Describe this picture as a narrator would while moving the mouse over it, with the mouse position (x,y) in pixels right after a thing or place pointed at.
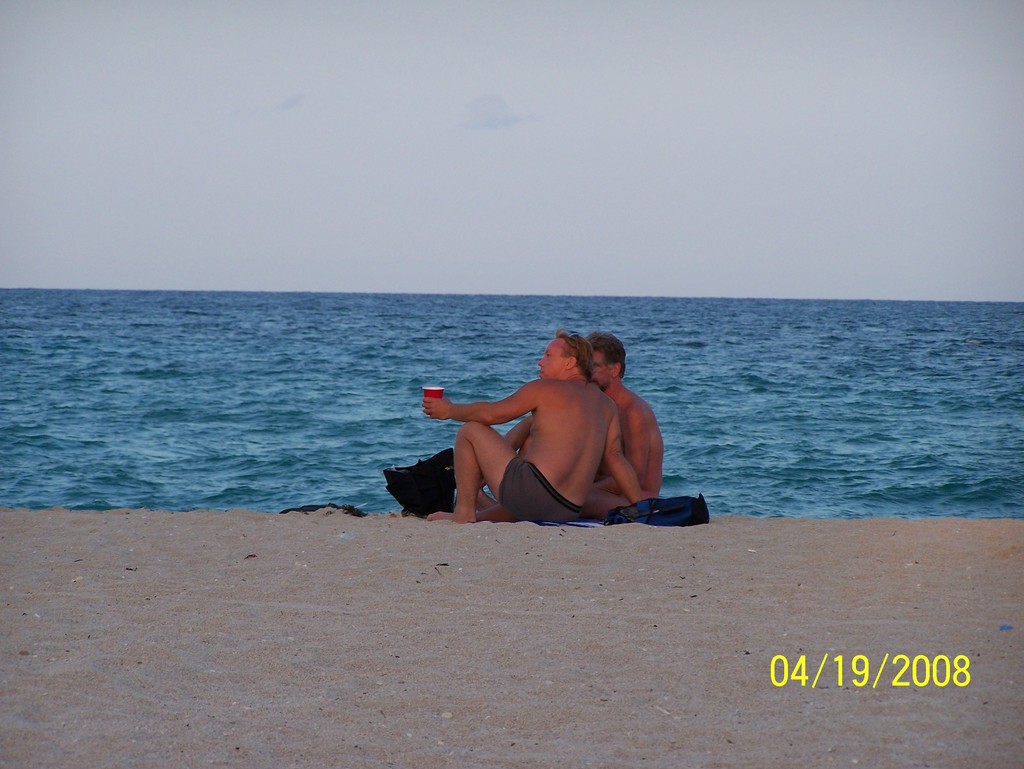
In this image I can see the sand (426,650) and two persons (526,474) are sitting on the sand (410,654). I can see one of them is holding a red colored cup (426,396) in his hand (443,405). I can see few black colored objects (418,490) and in the background (289,413) I can see the water (282,367) and the sky (534,157).
